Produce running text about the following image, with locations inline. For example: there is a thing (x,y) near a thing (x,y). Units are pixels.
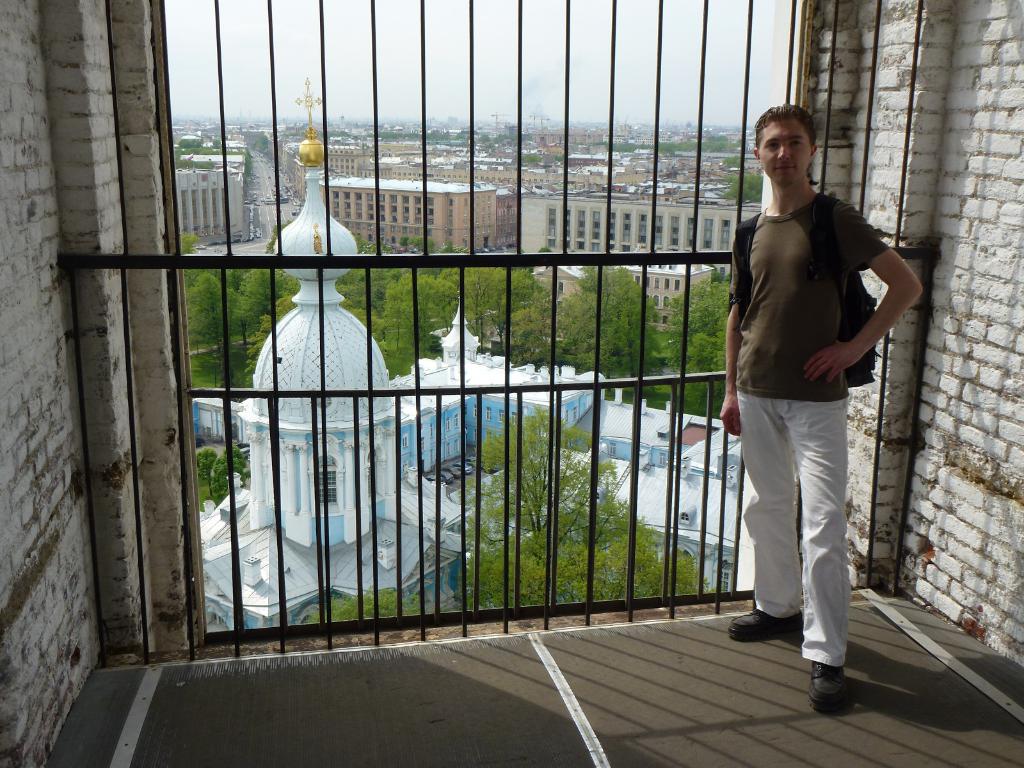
In this picture there is a man (841,223) standing. At the back (251,557) there are buildings (344,370) and trees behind the railing (910,432). At the top (430,8) there is sky (508,25). At the bottom (709,694) there is a floor (194,750) and there are vehicles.
